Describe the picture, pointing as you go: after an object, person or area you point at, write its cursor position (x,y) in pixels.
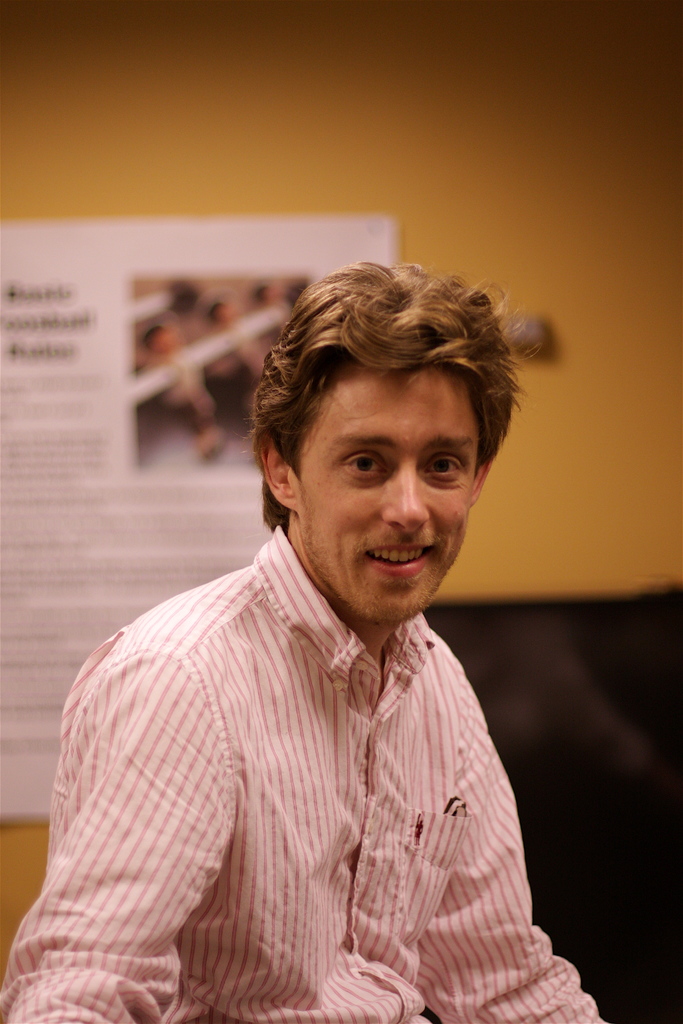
This image is taken indoors. In the background (291,122) there is a wall (580,489) and there is a poster (48,561) with a text (59,348) and an image (189,343) on it. In the middle of the image (306,677) there is a man (241,857) and he is with a smiling face (385,530).
